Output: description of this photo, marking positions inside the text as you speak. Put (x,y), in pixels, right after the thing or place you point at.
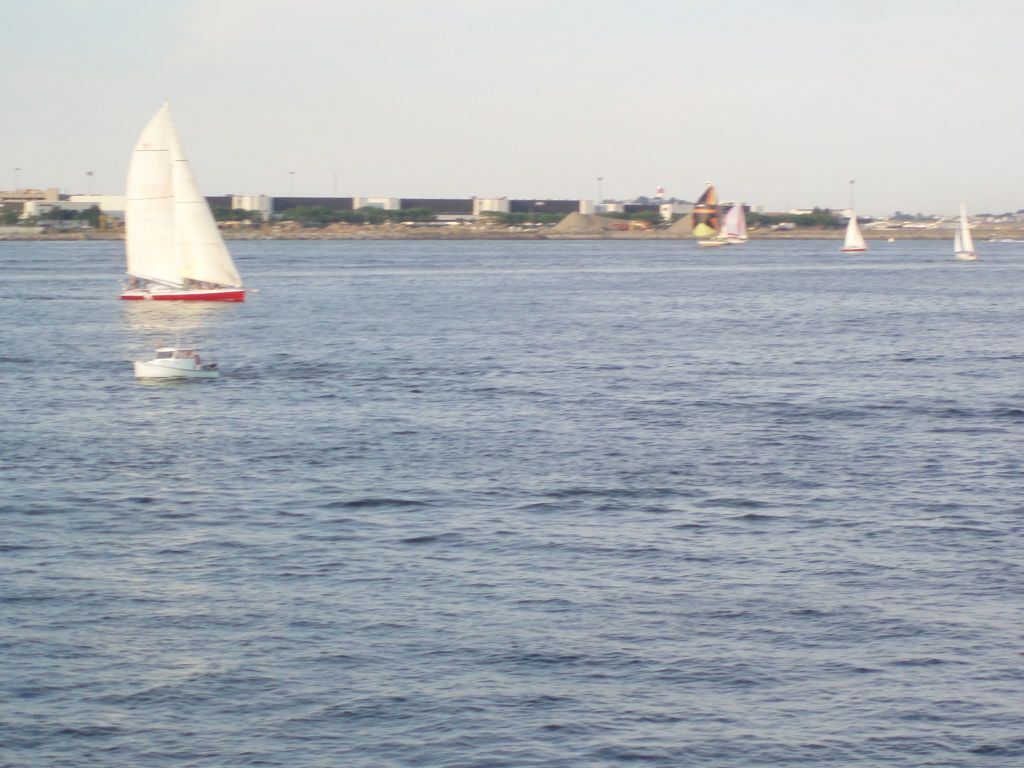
In this image we can see group of boats (179,354) in the water (191,385). in the background (24,170), we can see a building (293,210) and sky (591,120).
